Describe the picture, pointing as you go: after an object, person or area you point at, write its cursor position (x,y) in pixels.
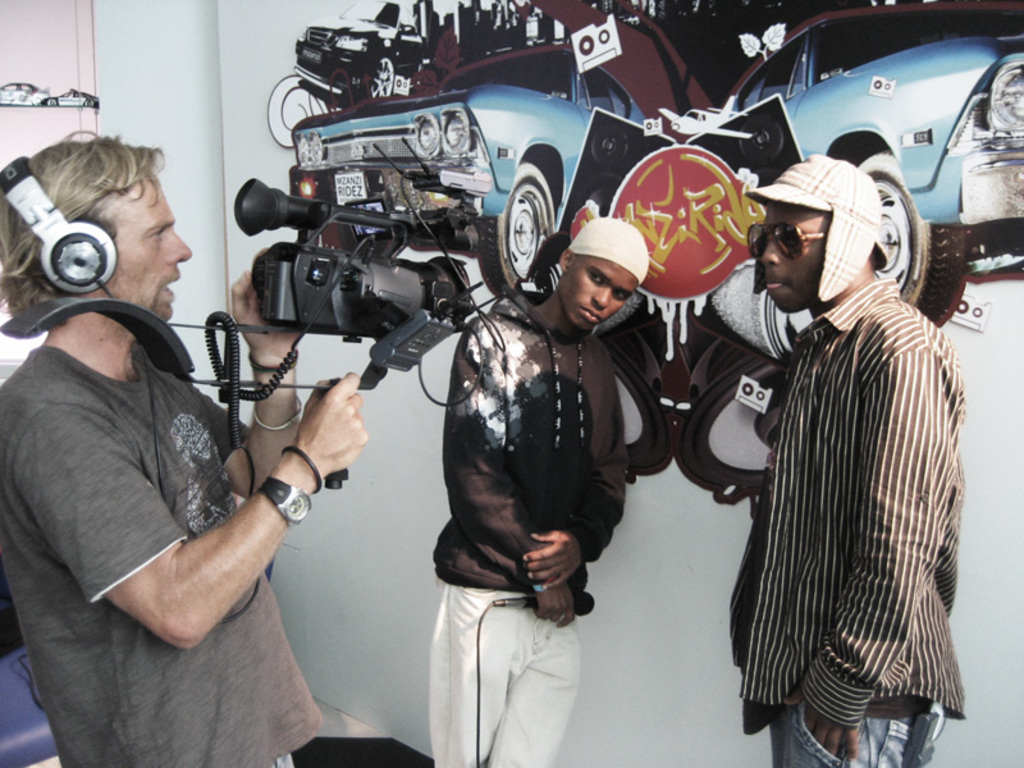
In this picture we can see two persons (798,485) are standing in front of the painted board (689,642) and one person (188,712) is holding camera (369,230) and shooting.
